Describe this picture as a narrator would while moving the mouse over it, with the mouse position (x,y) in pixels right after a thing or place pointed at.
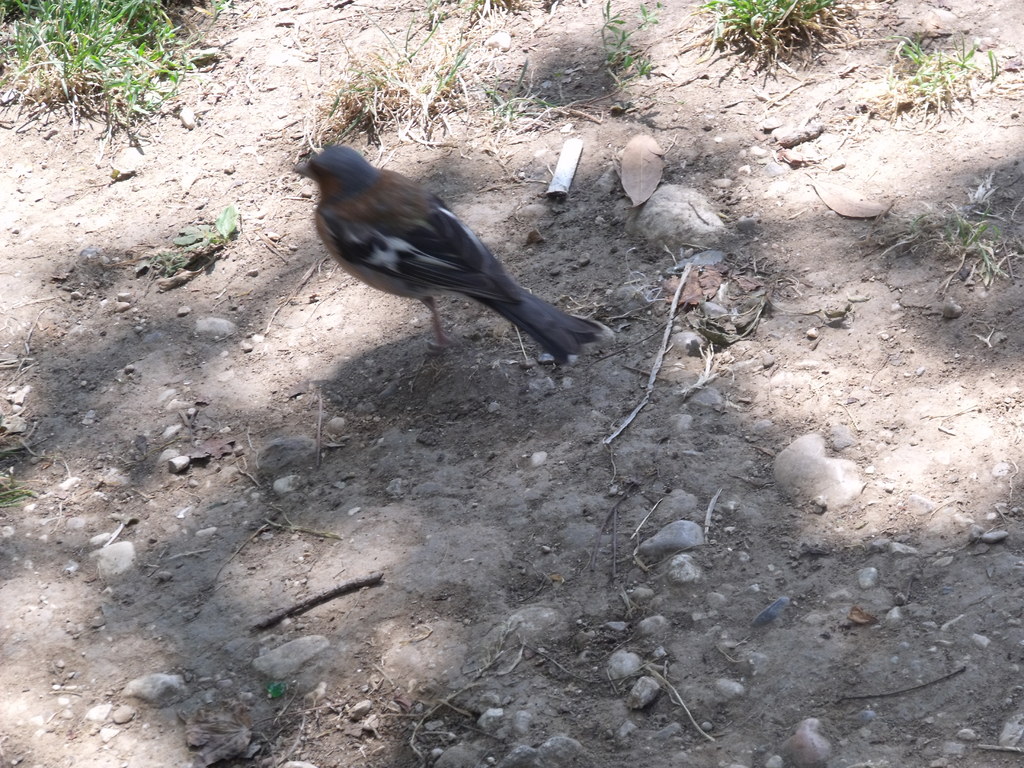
In this image we can see a bird (458,274). In the background (890,656) we can see the land (746,494), stones (630,723), grass (341,132) and also the dried stems (351,590).
